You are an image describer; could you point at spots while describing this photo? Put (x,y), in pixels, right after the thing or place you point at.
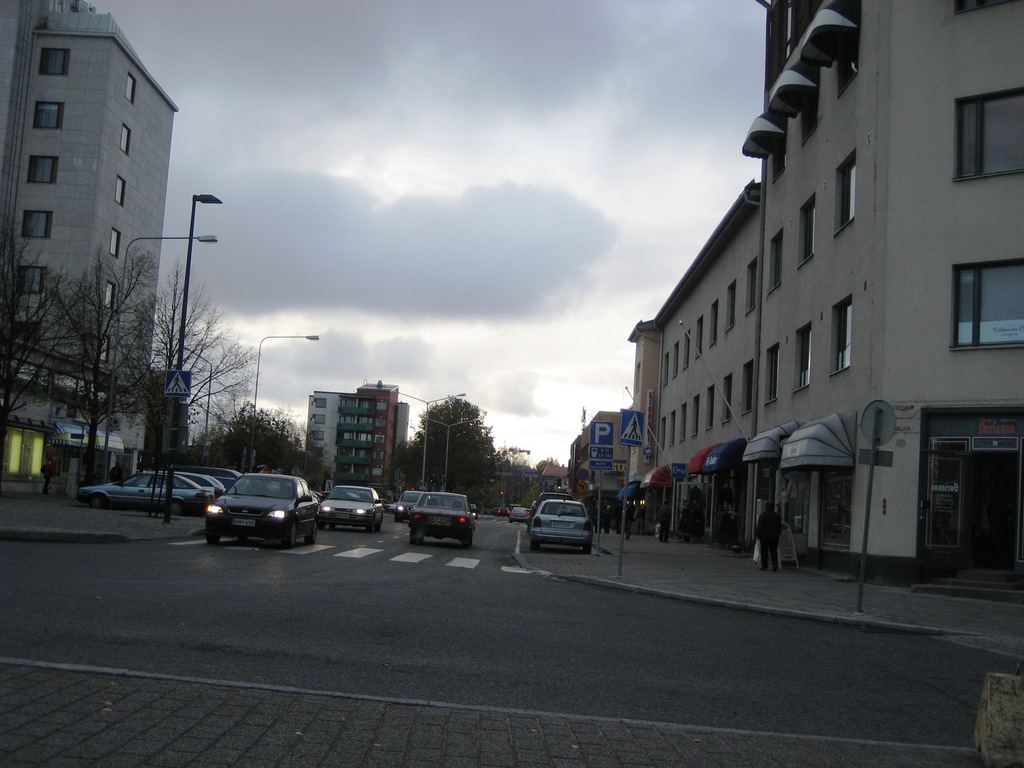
In this picture I can see vehicles (424,502) on the road (352,536). I can also see buildings (805,271), street lights (191,220), poles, trees (154,383) and sky (448,183).
